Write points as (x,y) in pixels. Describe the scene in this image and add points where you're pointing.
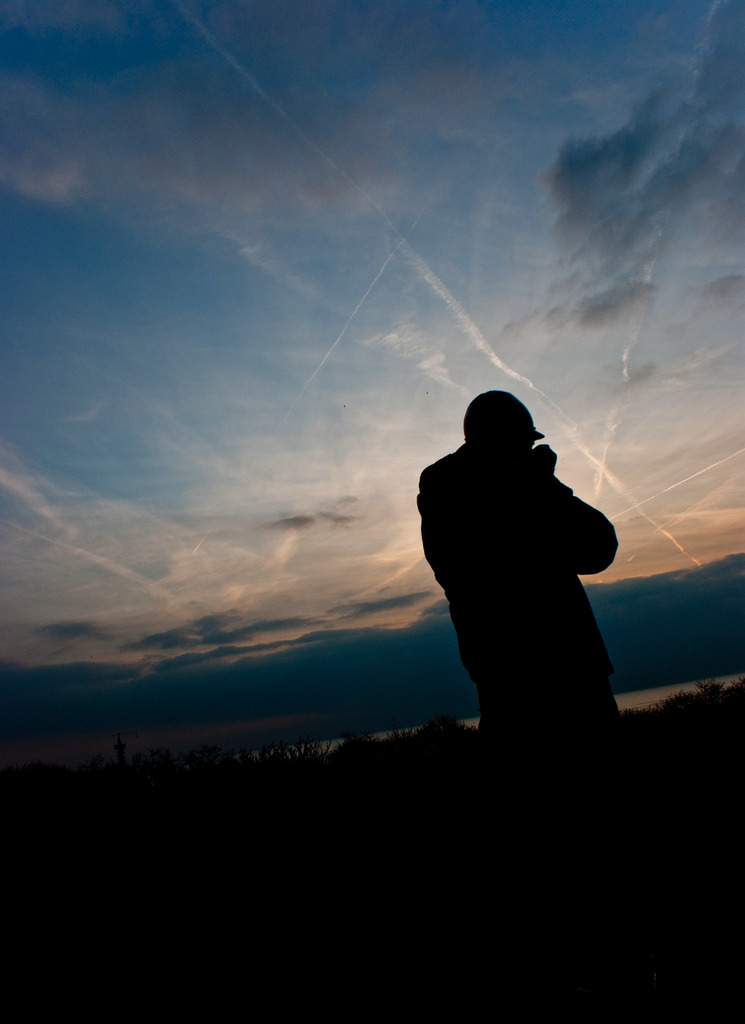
In this image, on the right side (545,743), we can see a person (527,420) standing. In the background (732,677), we can see a water (742,677) in a lake (714,680), plants (153,767). At the top (363,267), we can see a sky (364,440), at the bottom (254,875), we can see black color.
